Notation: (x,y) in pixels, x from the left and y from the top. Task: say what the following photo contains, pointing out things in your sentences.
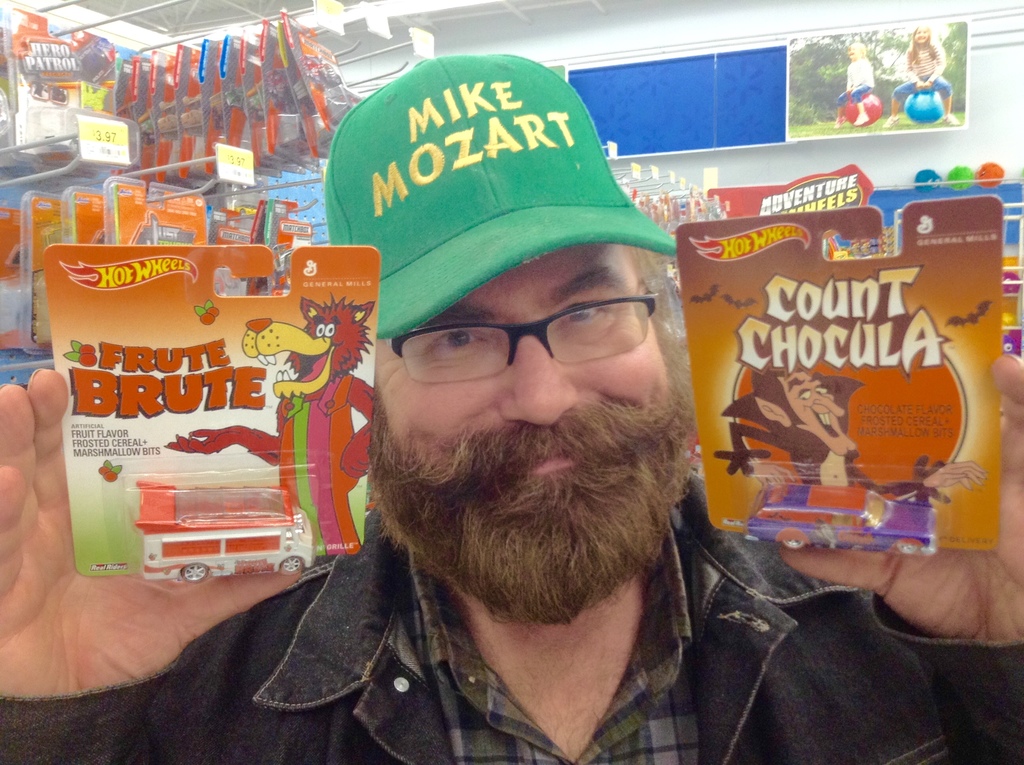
In this image I can see a person (456,647) is wearing gray color jacket (790,672) and holding two cardboard sheets (754,420). Background (201,103) I can see a board (664,94) in blue color attached to the wall (363,80), few toys (223,110) hanged to the pole (376,53) and the wall (494,38) is in white color.
